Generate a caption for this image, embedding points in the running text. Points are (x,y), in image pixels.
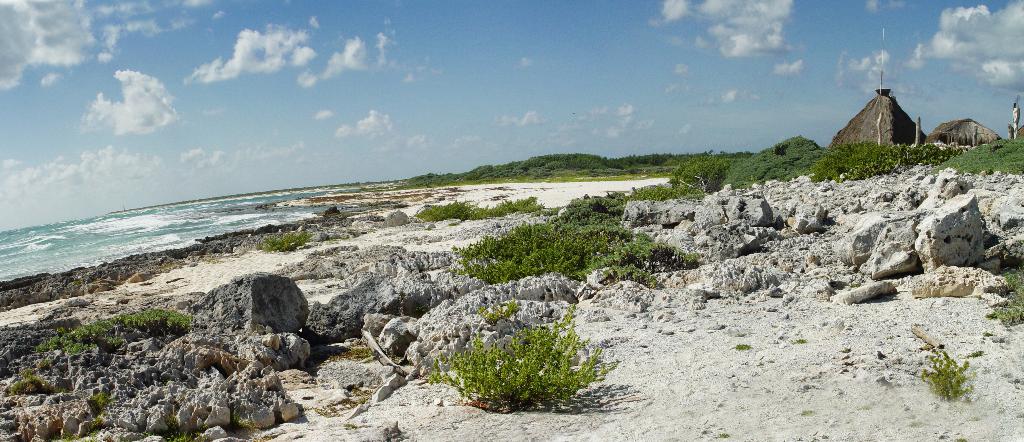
In the picture I can see sand (589,408), rocks (972,175), plants (474,381), trees (682,171), huts (871,136), water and the sky (357,98) with clouds (988,50) in the background (221,77).
